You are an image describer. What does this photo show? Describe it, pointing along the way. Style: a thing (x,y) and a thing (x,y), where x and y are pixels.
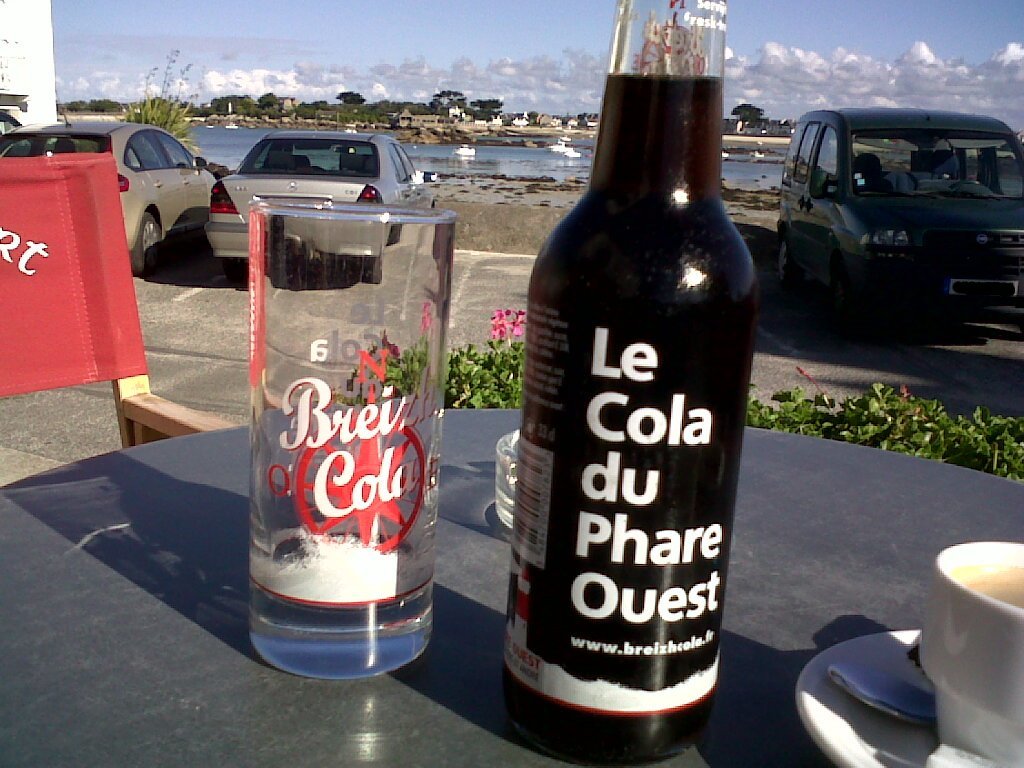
This is a table (185,693) where a cola bottle (519,470) and a glass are kept on it. In the background (810,233) we can see three cars (820,262) which are parked in parking space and a sky (476,93) with clouds (512,76).
